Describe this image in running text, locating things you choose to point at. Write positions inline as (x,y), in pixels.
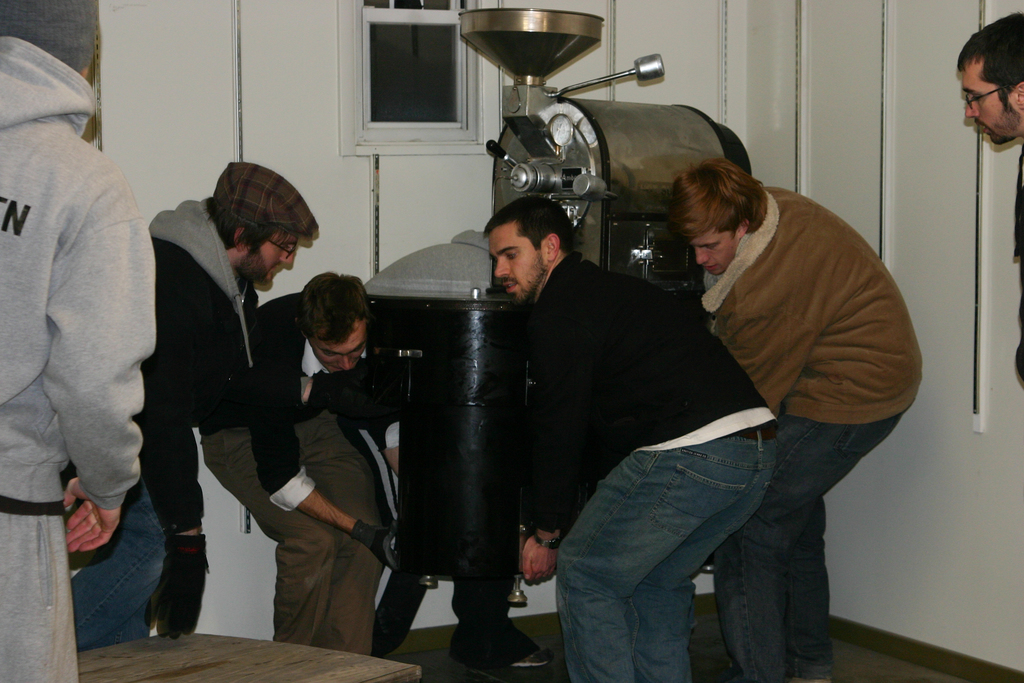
In the center of the image (556,316), we can see people (587,395) holding a machine (490,515) and in the background (399,45), there are some other people (185,240) and we can see a window (411,71) and a wall (854,137) and at the bottom (380,659), there is a table (362,664) and a floor (445,663).
